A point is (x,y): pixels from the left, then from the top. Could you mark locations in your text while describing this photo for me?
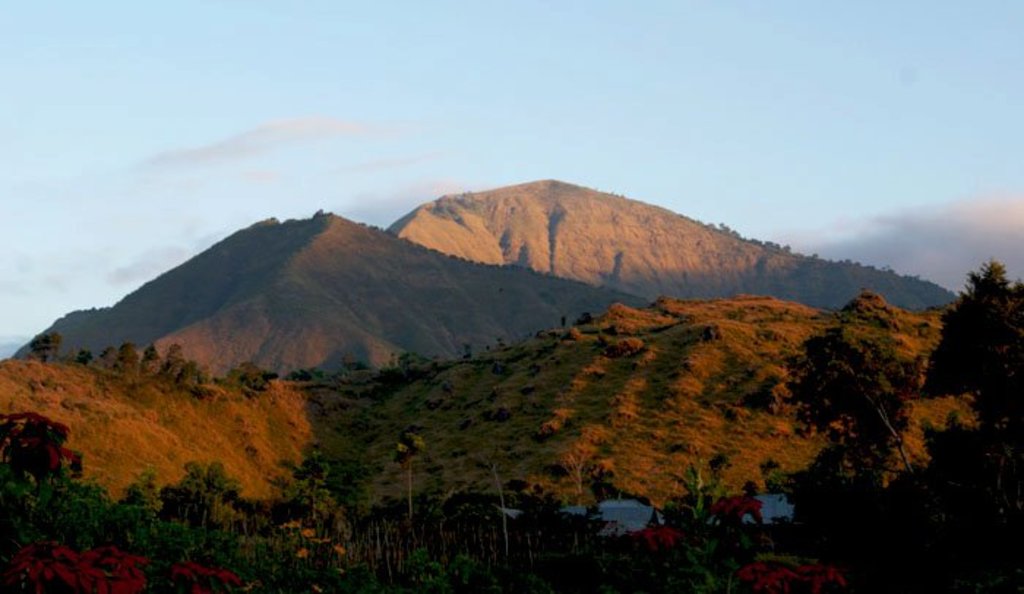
In this image I can see trees (941,478) in green color, background (310,231) I can see mountains (297,238) and the sky (383,115) is in blue and white color.
